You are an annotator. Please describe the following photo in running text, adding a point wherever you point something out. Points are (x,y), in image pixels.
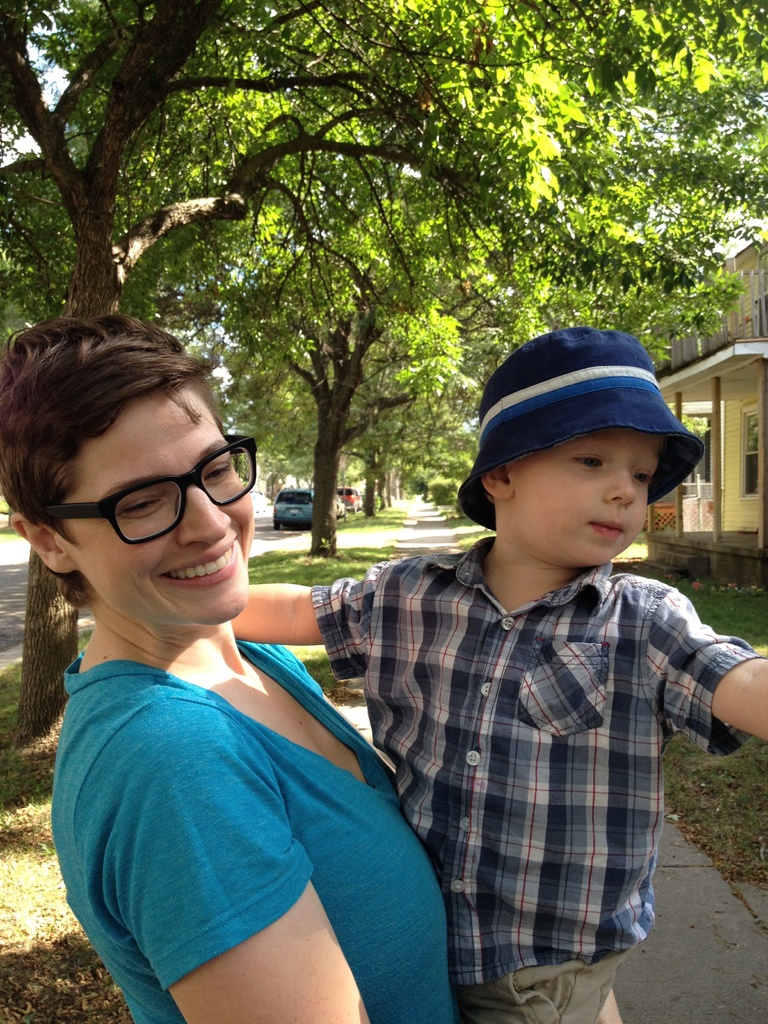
In the image there is a woman (106,919) in sea green t-shirt (412,998) holding a boy (595,637), this is clicked on a street (276,536), on the left side (196,252) there are trees (288,356) on garden (348,530) all over the image and on the right side (696,354) there is a building (707,464), on the left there are few cars (301,506) going on the road (300,537).
